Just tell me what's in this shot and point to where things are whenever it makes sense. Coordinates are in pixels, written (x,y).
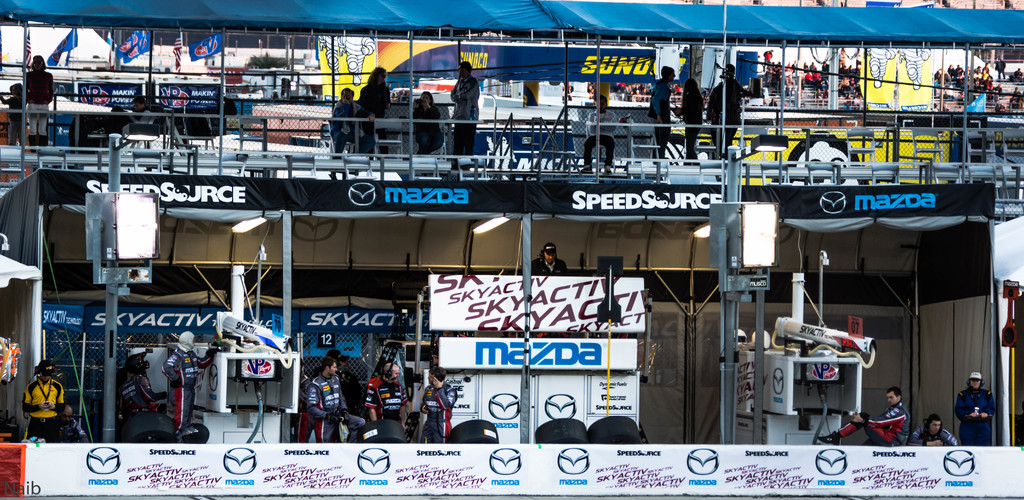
Here I can see many people (397,408) and a shed (699,264). In the foreground (123,276), I can see two light poles (108,312). Here I can see two floors (183,167). On the top floor (315,121) few people (48,104) are standing and people (424,135) are sitting on the chairs (347,154). At the top (493,8) there is a blue color tent (584,25). At the bottom (594,400) there are some boards (482,319) on which I can see the text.
